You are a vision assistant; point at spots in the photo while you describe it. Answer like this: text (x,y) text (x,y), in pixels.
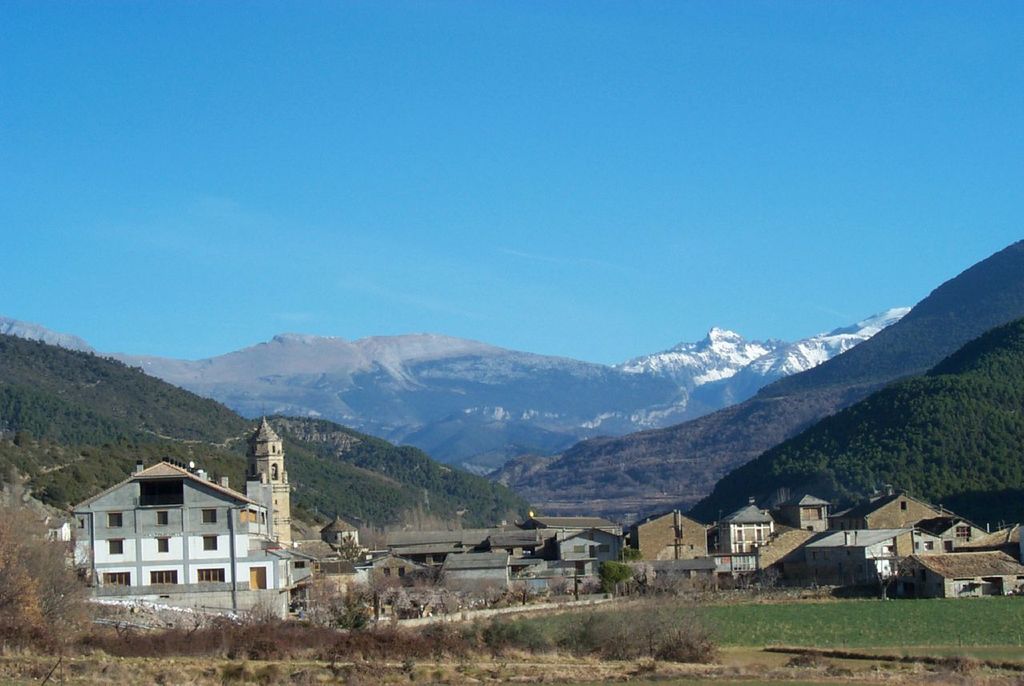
In this picture we can see buildings (318,546), trees (406,588), field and in the background (452,368) we can see mountains (470,415), sky (813,302).
